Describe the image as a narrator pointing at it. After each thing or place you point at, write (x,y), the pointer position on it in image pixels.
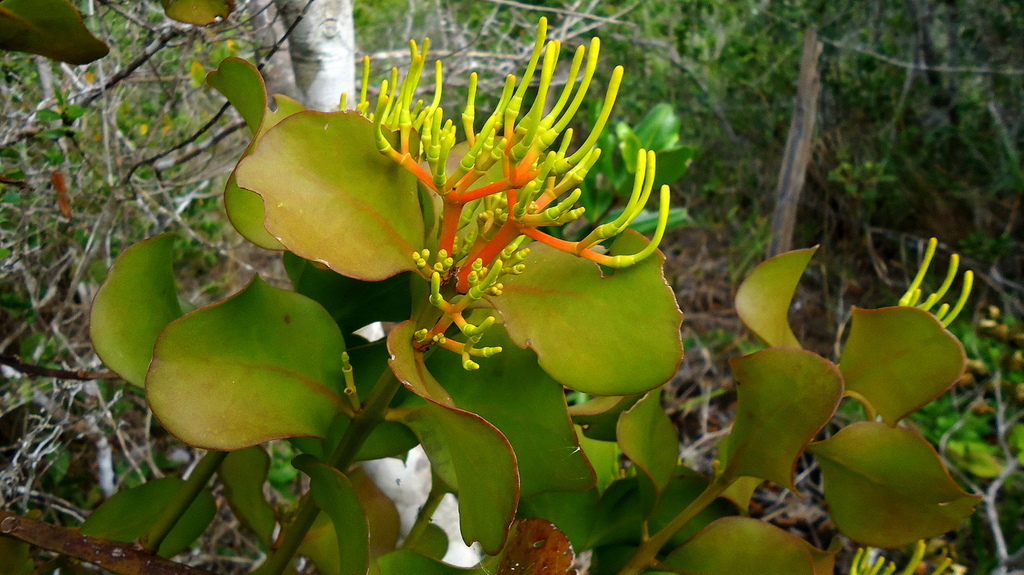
In this image in the front (389,264) there are plants (393,282). In the background (492,86) there are trees (569,21).
